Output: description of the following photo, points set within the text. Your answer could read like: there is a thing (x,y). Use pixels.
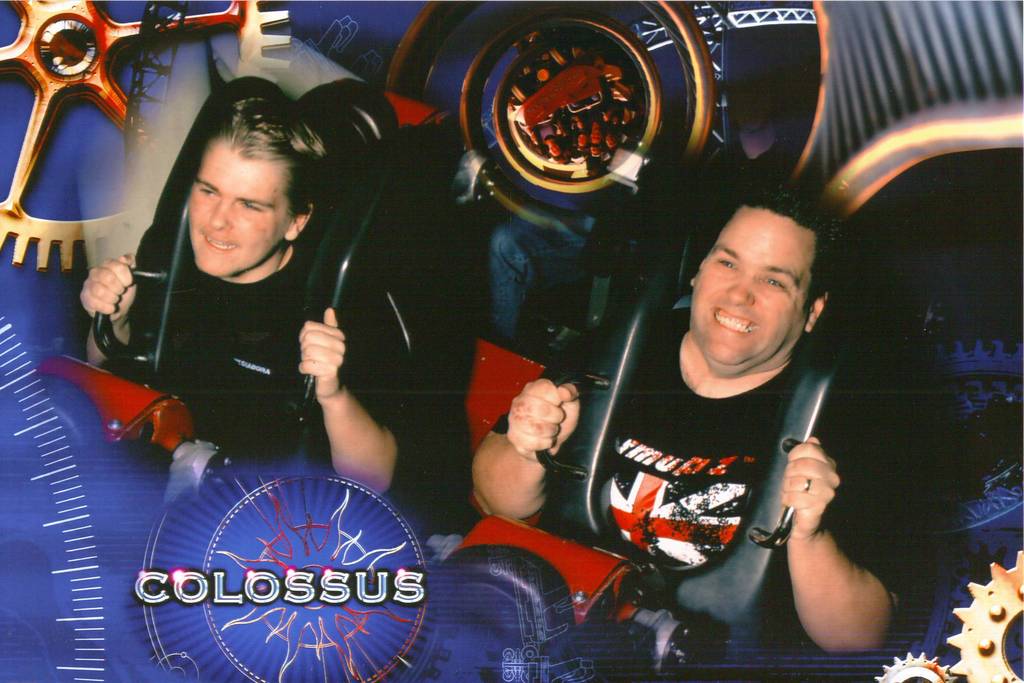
This looks like an edited image. I can see two men (701,430) sitting and smiling. They wore a seatbelt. These look like the letters (330,592) in the image.
